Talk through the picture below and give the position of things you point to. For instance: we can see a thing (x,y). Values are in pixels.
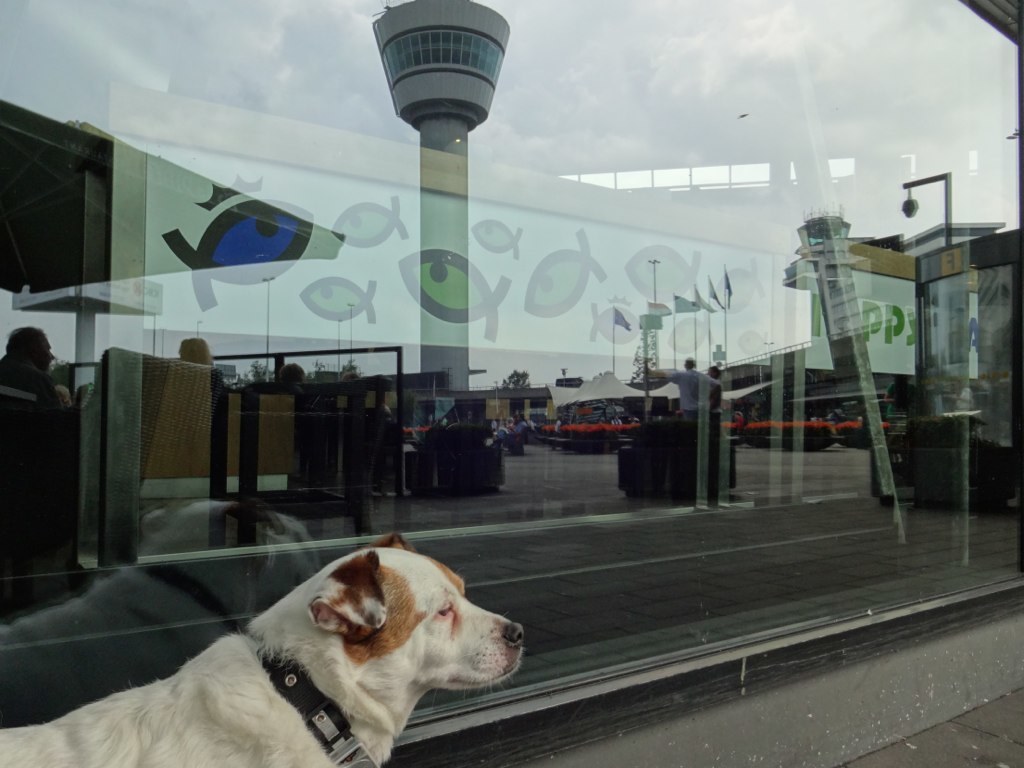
In this picture we can see a dog (344,711) in the front (334,711), in the background (369,525) there is a glass (671,222), we can see reflection (795,415) of tents (596,393), flags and a person (715,399) on the glass (729,401).
